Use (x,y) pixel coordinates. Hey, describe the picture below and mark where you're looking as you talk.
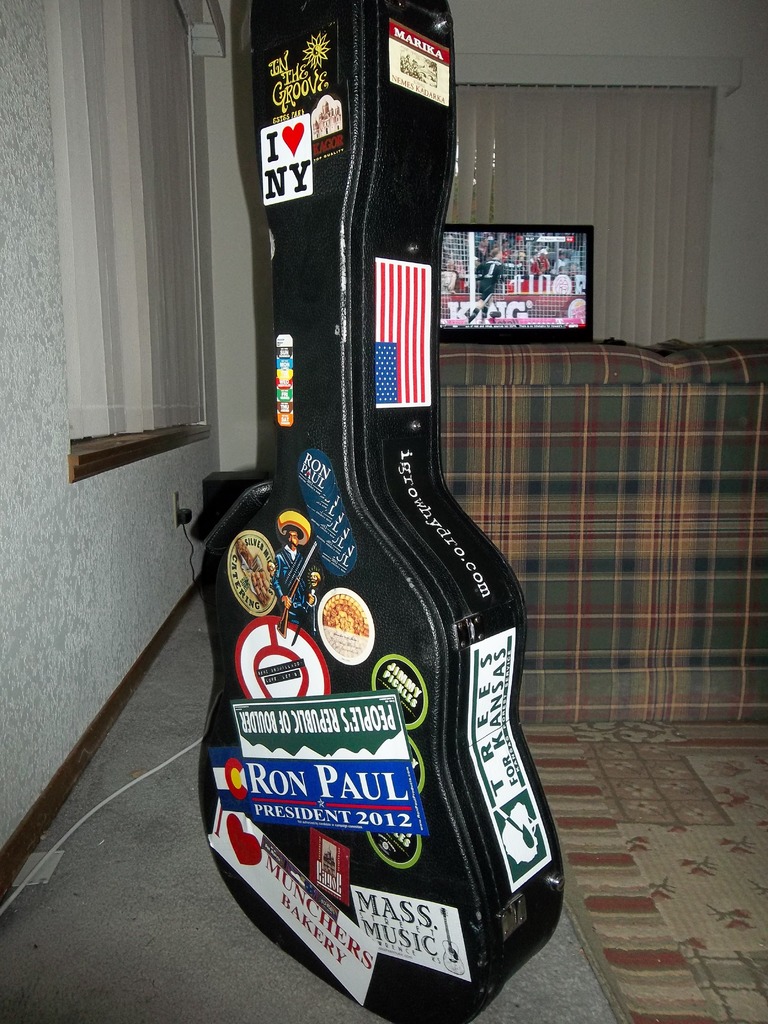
In this image we can see two blinds (85,223) attached to the windows (669,139), two objects (606,59) above the windows (169,447), one plug (187,523) with wire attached to the wall (194,503), one wire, one object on the floor (536,992), one object (725,398) looks like a bed (708,607) near the T. V (499,263), one carpet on the floor (60,885), one T. V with images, one black object (398,805) with stickers (385,285), text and images (287,138) on the floor (340,1023).
